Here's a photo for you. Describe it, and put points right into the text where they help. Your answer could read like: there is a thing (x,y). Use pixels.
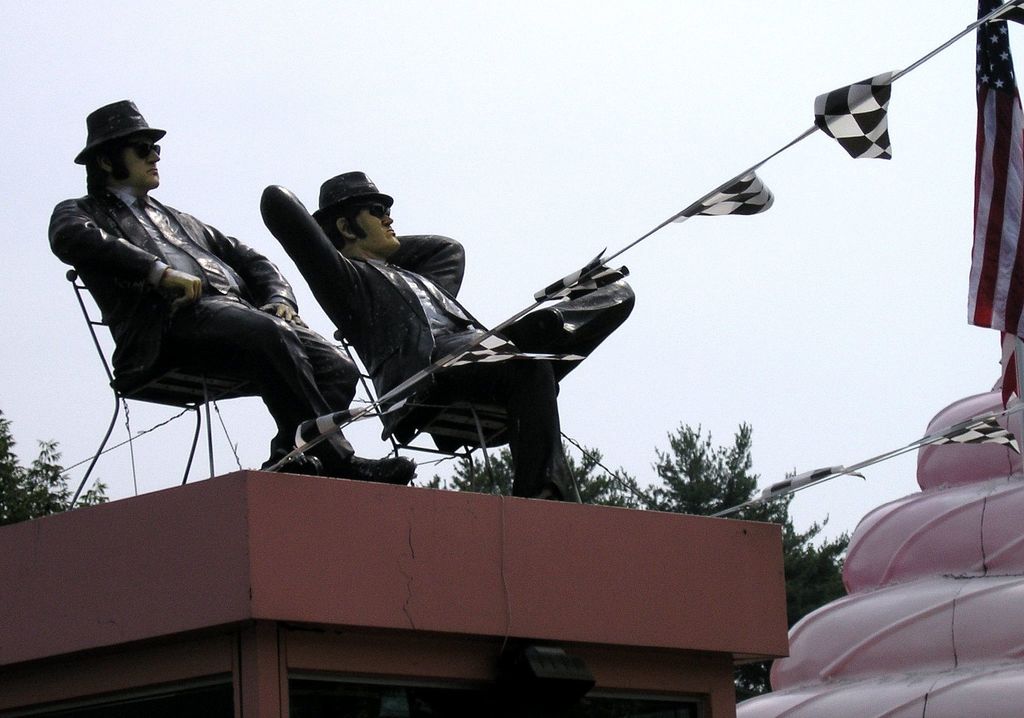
In the foreground of this image (398,447), there are two statues (370,322) on a building (460,569) and we can also see few flags (992,169) and a pink structure (935,458). In the background (690,459), there are trees (17,470) and the sky (576,102).
